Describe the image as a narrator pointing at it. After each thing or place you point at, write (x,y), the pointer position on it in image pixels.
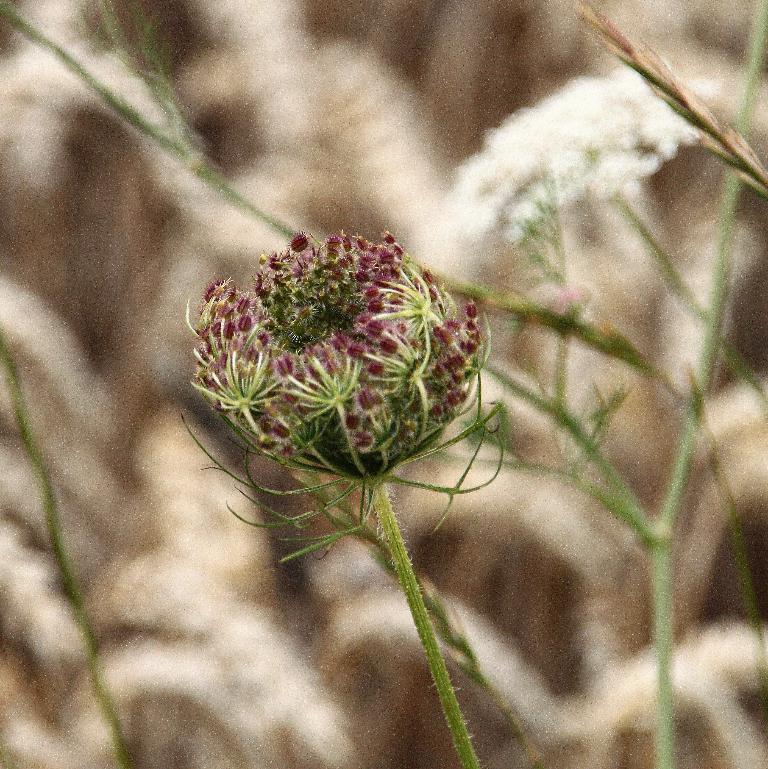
In the center of the image (296,328) there is a flower (217,284). In the background (308,126) there are plants (187,93).
